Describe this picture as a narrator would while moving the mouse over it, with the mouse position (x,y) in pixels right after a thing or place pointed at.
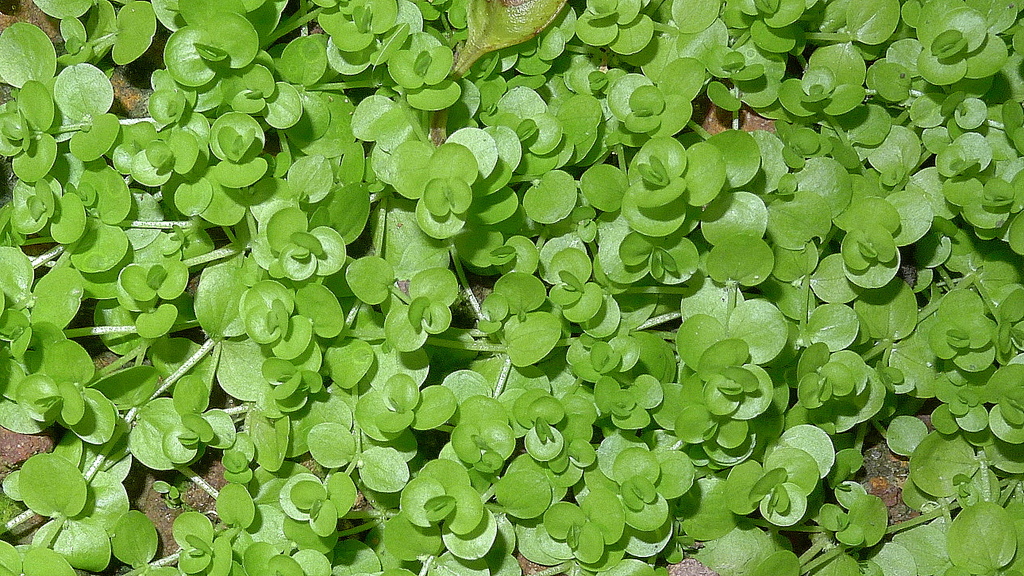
In this picture there are plants (308,335). At the bottom (177,512) there is mud (154,494).
